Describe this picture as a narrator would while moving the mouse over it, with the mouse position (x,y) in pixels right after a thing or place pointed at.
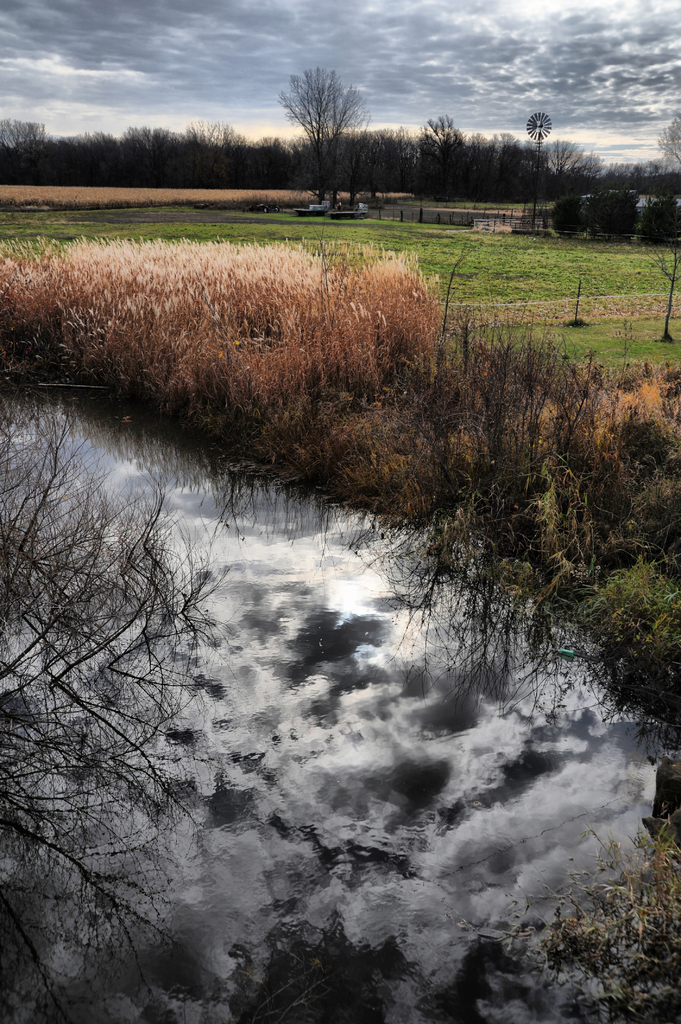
In this image we can see some plants (550,494) and grass (573,313) on the ground (19,232) and we can see the water (356,690) and there are some trees (210,169) in the background (439,181) and at the top (569,22) we can see the sky (519,21) with clouds (642,46).
